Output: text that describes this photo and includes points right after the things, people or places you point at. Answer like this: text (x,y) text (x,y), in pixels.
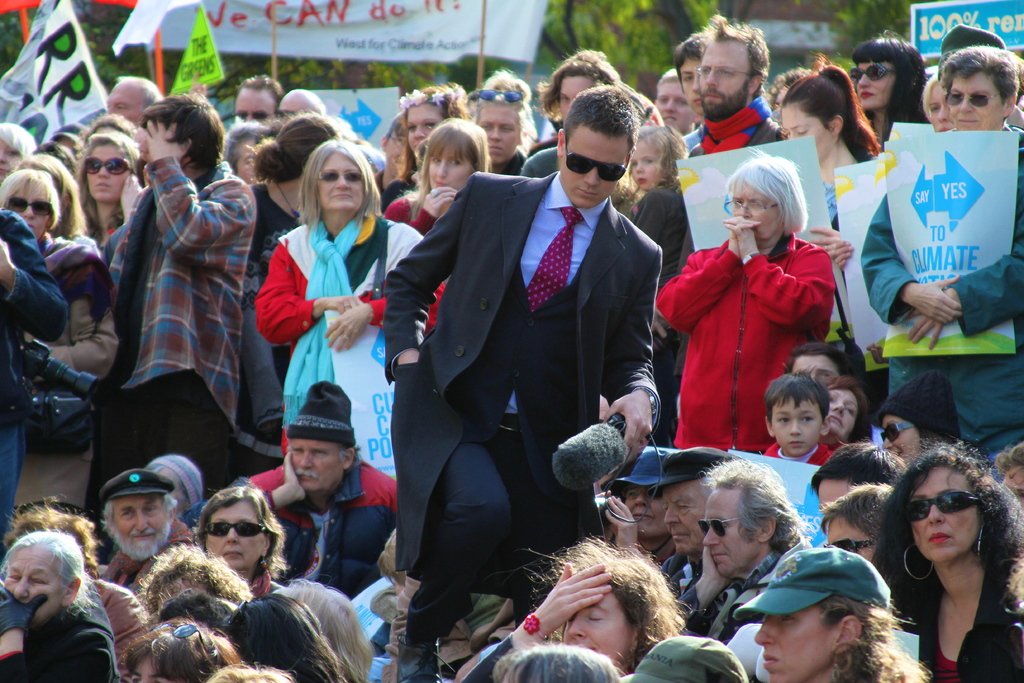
This picture is clicked outside. In the center (418,302) we can see the group of persons (734,224) and we can see a person (531,261) holding some object (595,443) and seems to be walking. In the foreground (350,530) we can see the group of persons (622,591) seems to be sitting. In the background (530,11) we can see the banners (412,14), trees (603,23) and some other objects (203,22) and we can see the text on the banners (215,11).
